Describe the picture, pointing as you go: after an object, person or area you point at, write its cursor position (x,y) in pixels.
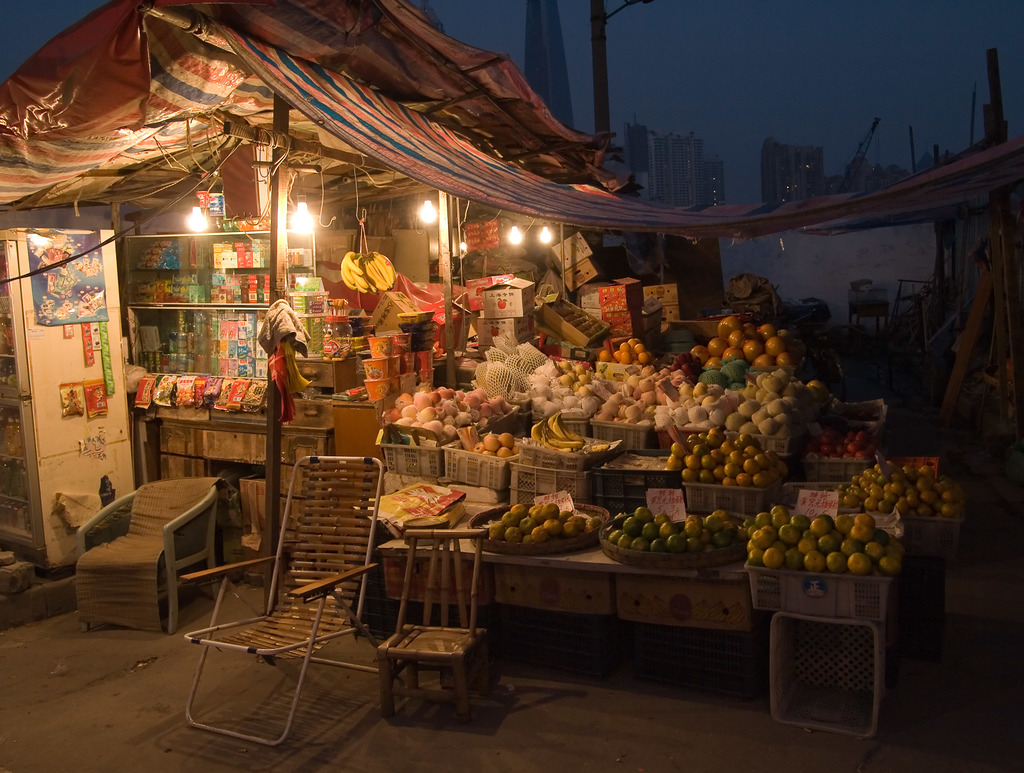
In this picture we can see chairs (133,589), fruits (774,410) in baskets (533,459) such as oranges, lights (312,216), tent (461,118), buildings (671,151) and some objects (279,502) and in the background (778,57) we can see the sky (721,44).
